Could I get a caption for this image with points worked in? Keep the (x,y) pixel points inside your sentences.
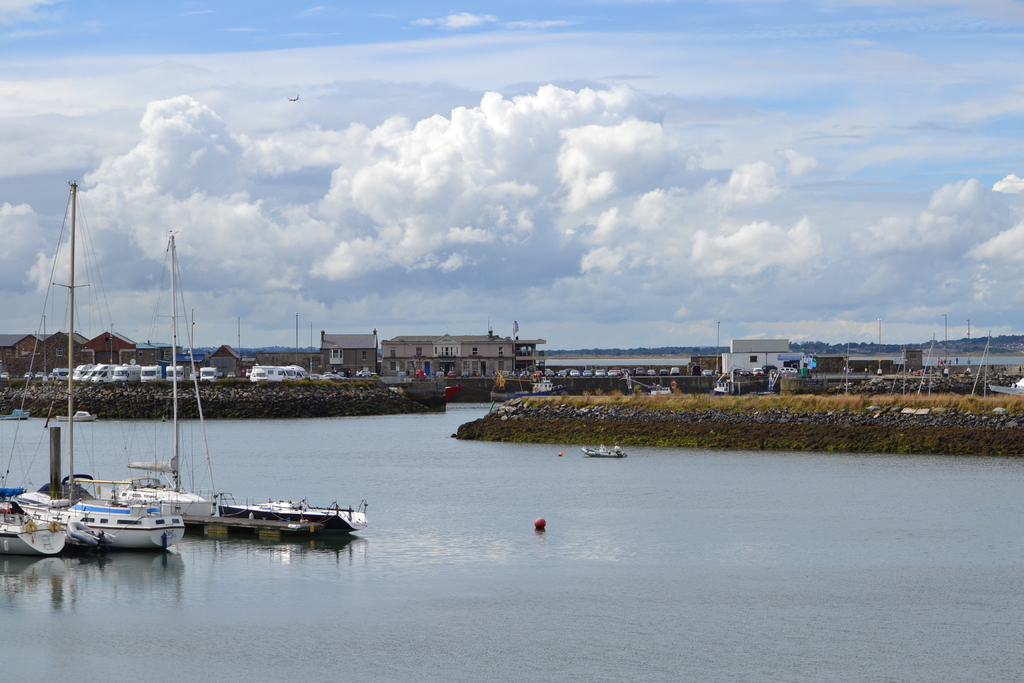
In this image in the center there are ships (181,524) on water (570,533). In the background (294,373) there are cars (117,368), buildings (359,368), poles (718,365) and the sky (397,229) is cloudy.
